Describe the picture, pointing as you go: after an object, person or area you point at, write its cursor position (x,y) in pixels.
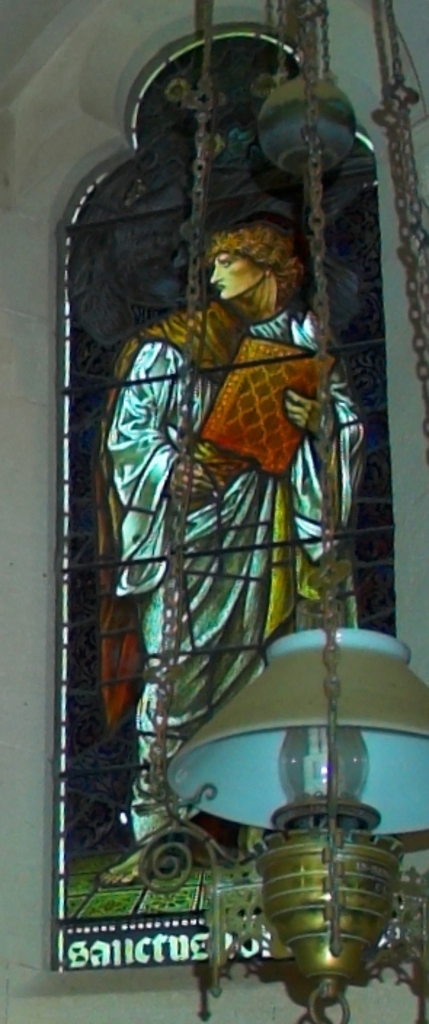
In this image we can see a stained glass (210,704) and there is a chandelier (323,837). In the background (7,52) there is a wall (39,702).
